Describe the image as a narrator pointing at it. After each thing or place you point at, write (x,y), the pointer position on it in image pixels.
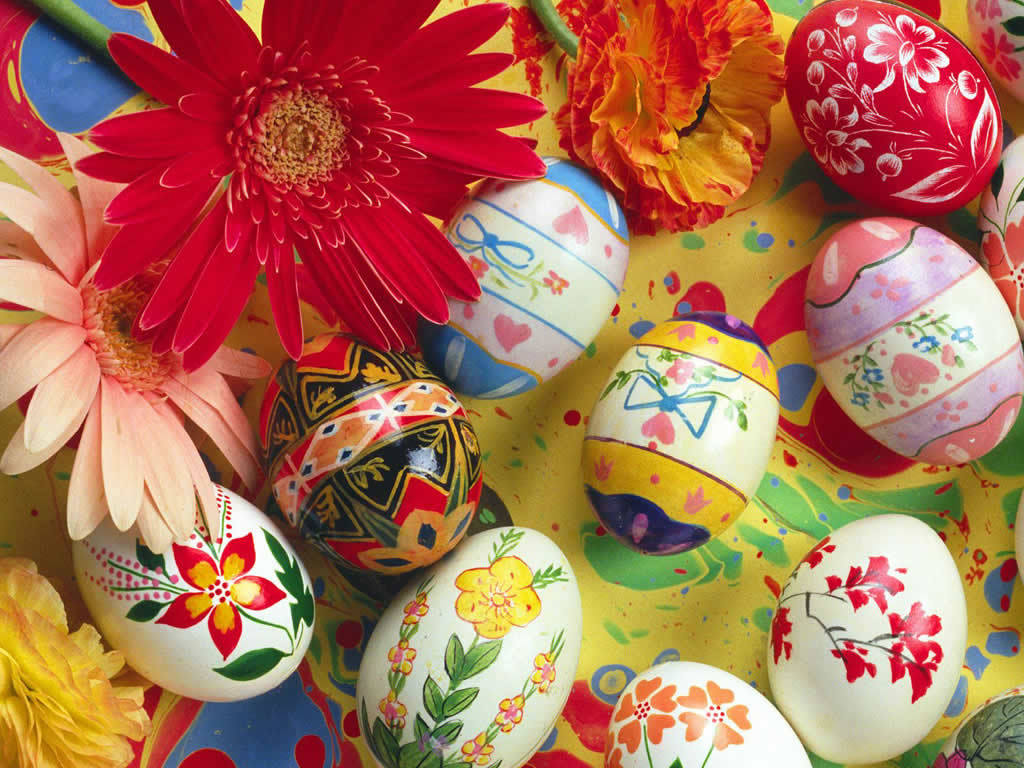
In this image I can see few designed eggs (909,407) and they are on the colorful floor (781,518). I can see red, peach (58,414), yellow and orange color flowers (653,75).
